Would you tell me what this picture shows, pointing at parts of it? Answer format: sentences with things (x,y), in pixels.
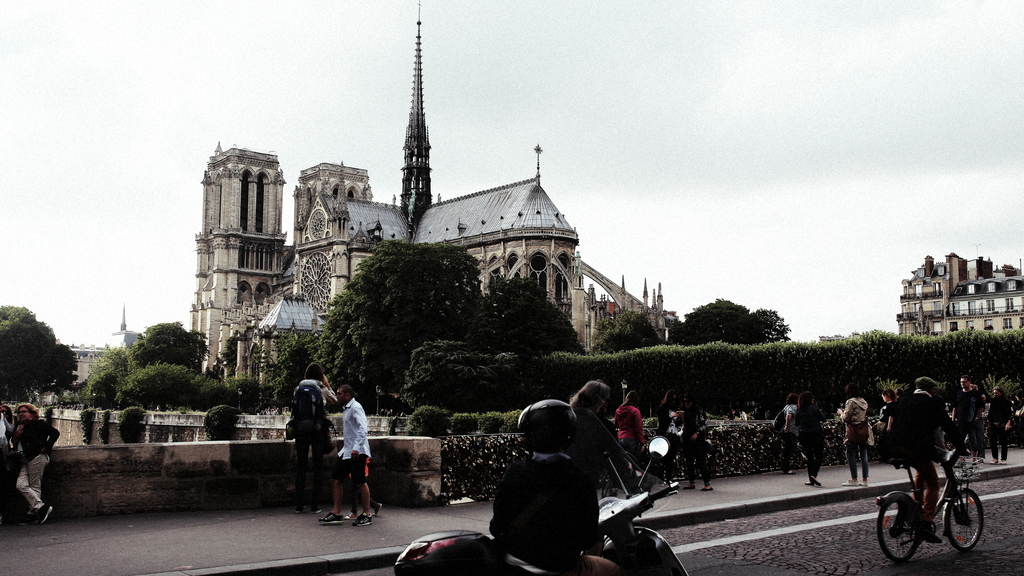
In the image we can see there are people (933,484) who are travelling on the road (811,513), people (812,425) are standing on the footpath (392,528) and at the back (407,324) there are lot of trees (447,321) and there is a building (342,212) and there is a clear sky (472,113).
